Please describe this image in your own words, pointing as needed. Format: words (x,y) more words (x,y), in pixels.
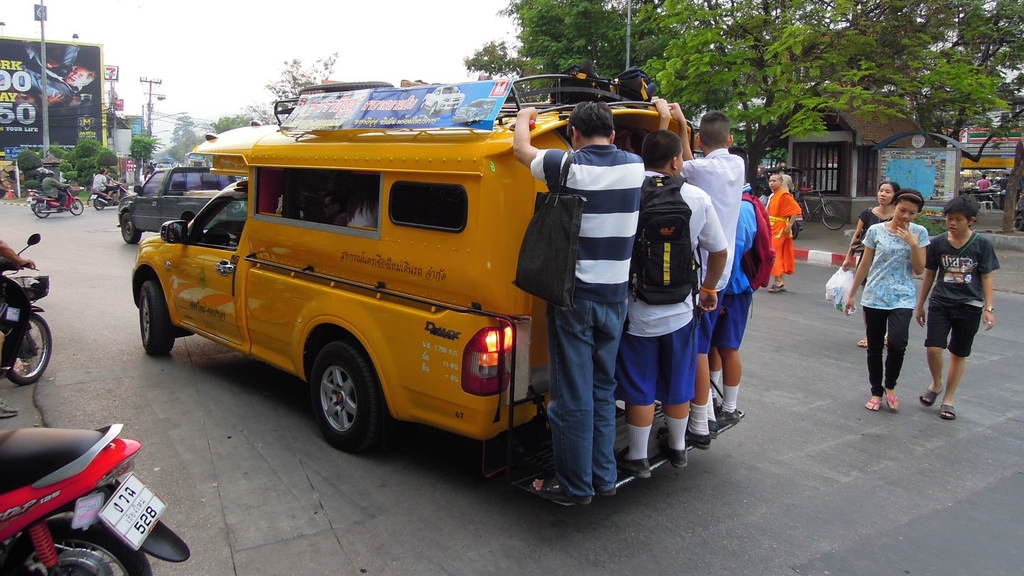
In this image we can see four persons (625,253) standing back side of the vehicle (377,291), on the right side of the image (882,263) we can see three persons (902,263) crossing the road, on the right top corner of the image (786,89) can see a tree (735,72), on the left bottom of the image (130,475) there are two vehicles (29,337), on the left top corner of the image (33,141) we can see a banner (21,93) and a pole (44,60) here.
